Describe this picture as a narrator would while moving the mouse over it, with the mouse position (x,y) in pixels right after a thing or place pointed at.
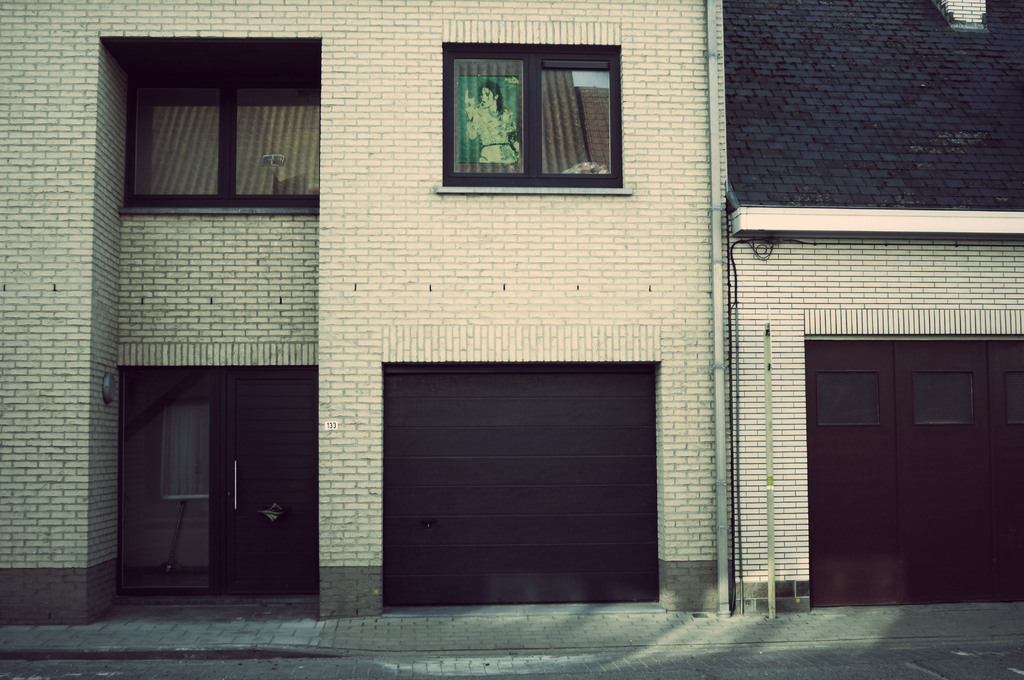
In the picture we can see a building wall (635,125) which is constructed with a brick (396,335) which are cream in color and to the walls (525,312) we can see some windows (607,82) with a glass (607,82) and to the wall (92,603) we can see some pipe (722,494).
